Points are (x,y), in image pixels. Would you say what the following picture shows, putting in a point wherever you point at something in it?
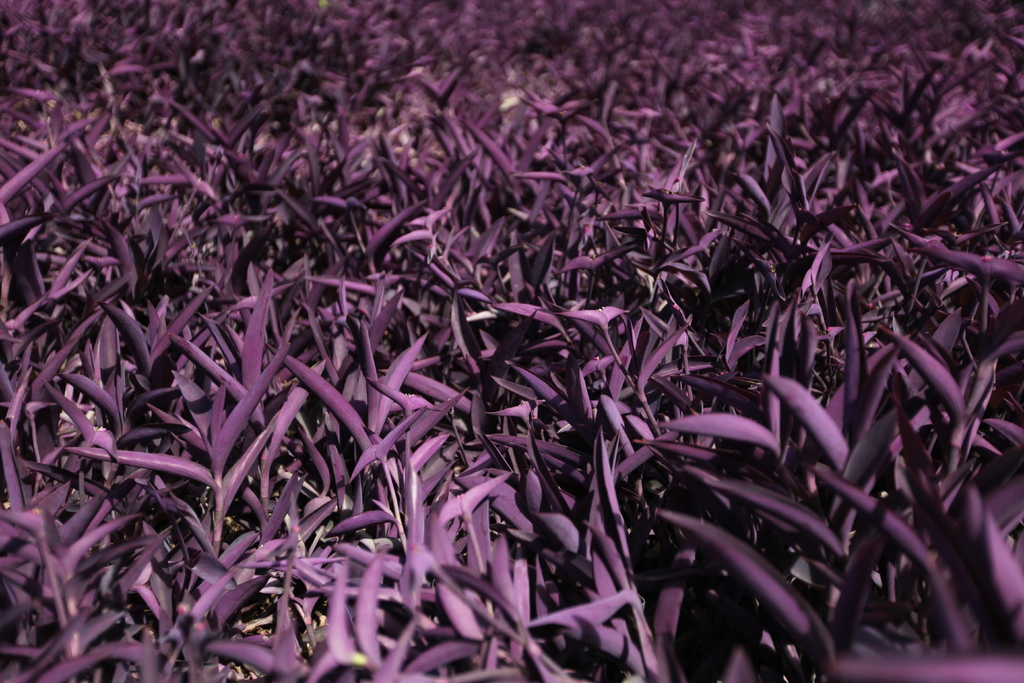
In this image there are plants (656,186), there are plants (457,251) truncated towards the top of the image (439,23), there are plants (822,219) truncated towards the right of the image (991,465), there are plants (294,668) truncated towards the bottom of the image (343,664), there are plants (54,163) truncated towards the left of the image (48,495).
